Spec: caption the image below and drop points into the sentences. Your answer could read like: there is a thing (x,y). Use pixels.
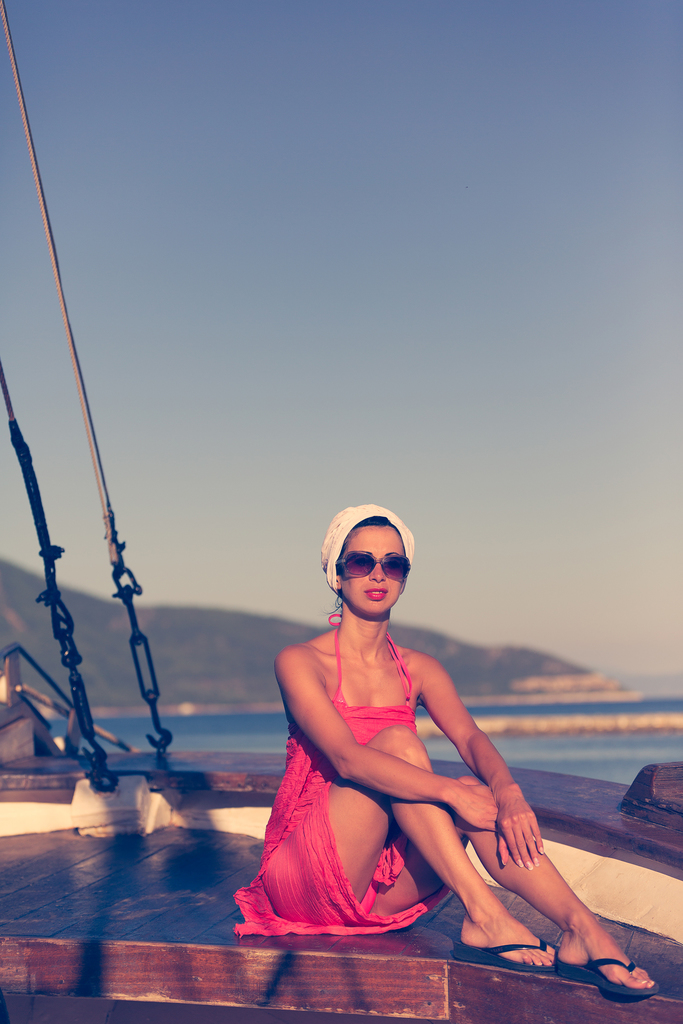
The woman (404,848) wearing pink dress (300,826) is sitting and there is water (532,737) behind her and there is a mountain (176,629) in the background (157,644).
